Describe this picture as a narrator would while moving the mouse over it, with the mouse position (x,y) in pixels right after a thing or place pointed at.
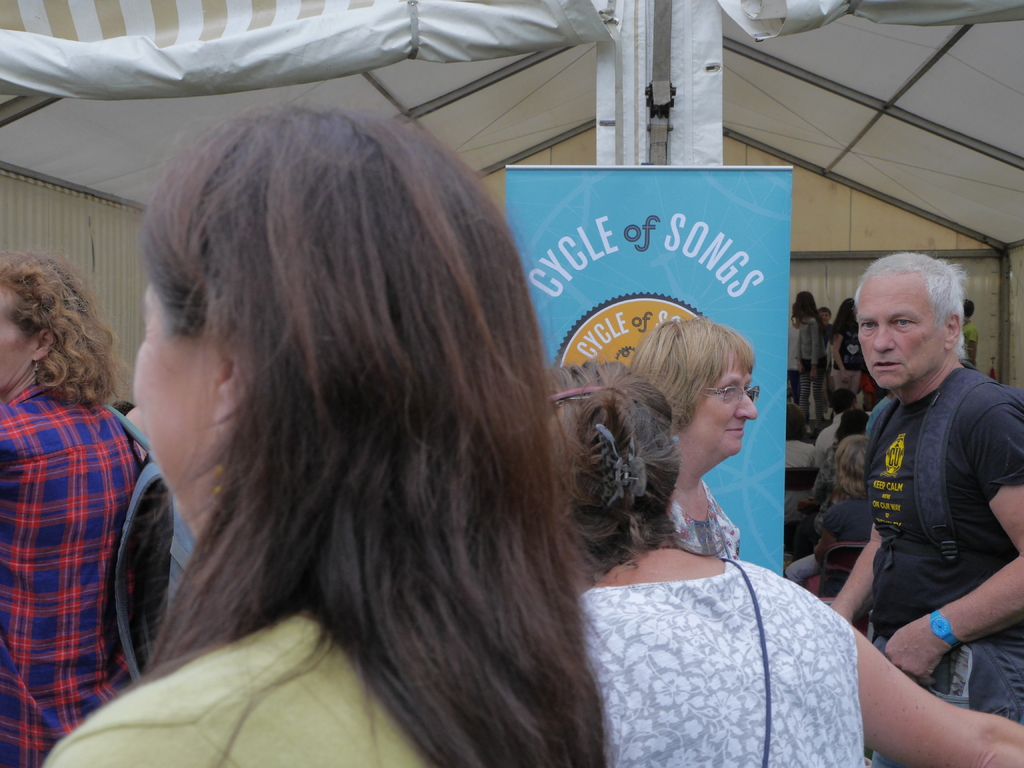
In the picture I can see group of people (371,316). In the background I can see some written text (601,235).
